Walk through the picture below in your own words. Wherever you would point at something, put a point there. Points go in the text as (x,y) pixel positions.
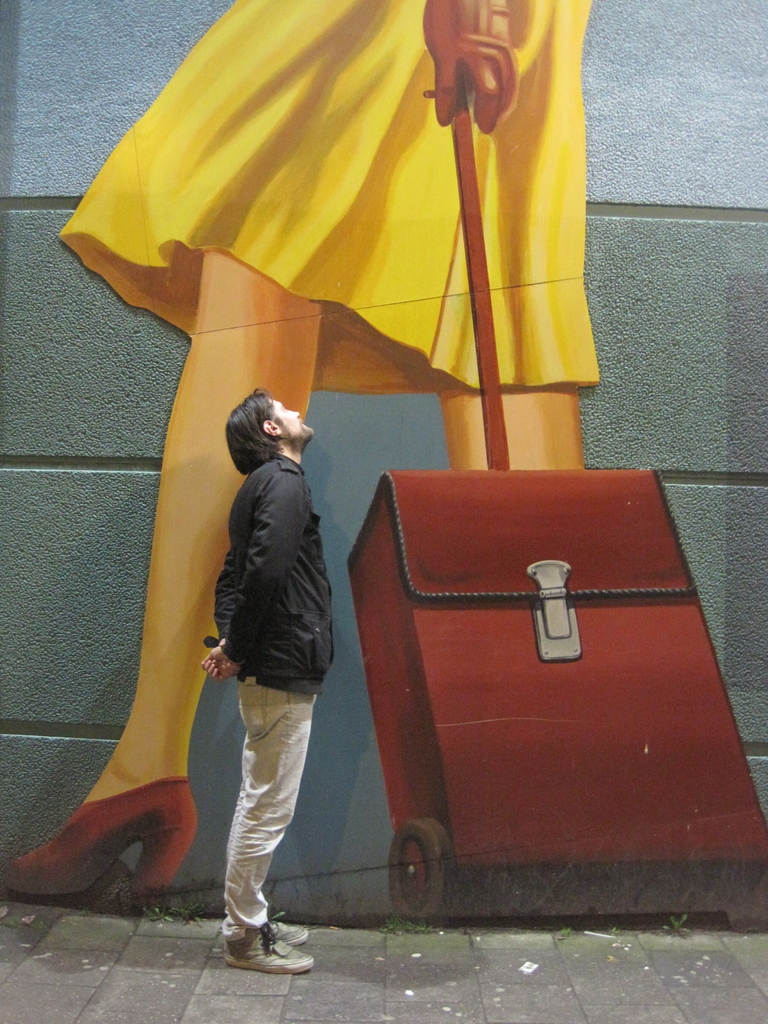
In this image, we can see a person (255,784) is standing on the path (208,938). Here we can see few plants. Background (662,905) we can see 3D painting (456,656) and wall (725,147).
